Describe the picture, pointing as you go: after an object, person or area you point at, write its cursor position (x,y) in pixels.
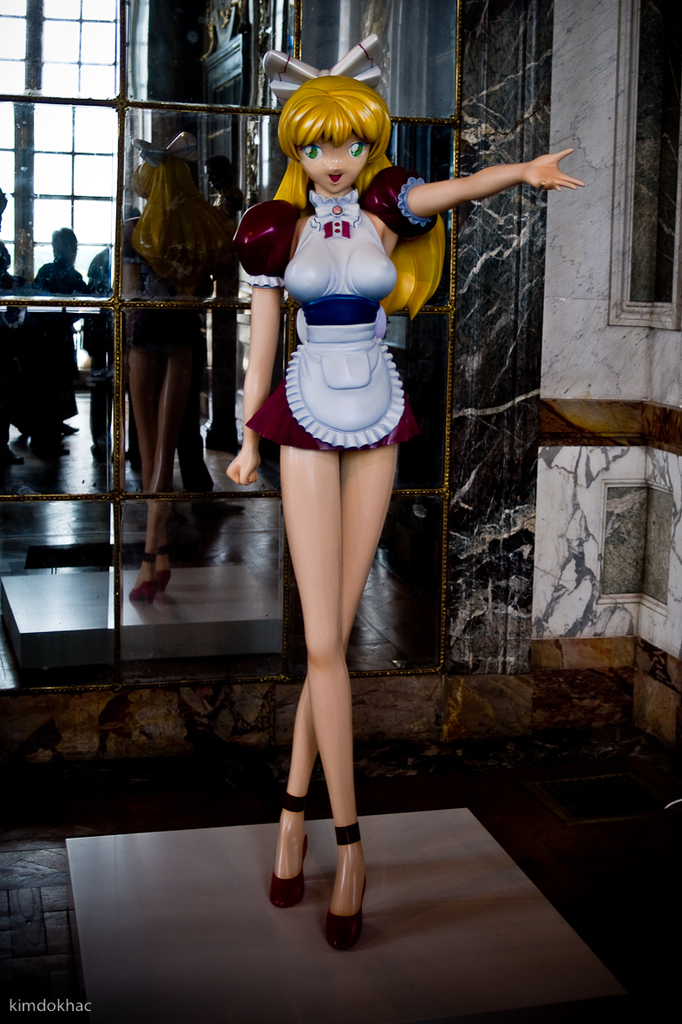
This image is taken indoors. At the bottom of the image (106,829) there is a floor (643,825) and there is a stage (175,902). In the background (580,275) there is a wall (572,172) and there is a glass (122,316). Through the glass door (79,372) we can see there are a few people (103,394). In the middle of the image (303,403) there is a statue (329,244) of a girl (345,891).
